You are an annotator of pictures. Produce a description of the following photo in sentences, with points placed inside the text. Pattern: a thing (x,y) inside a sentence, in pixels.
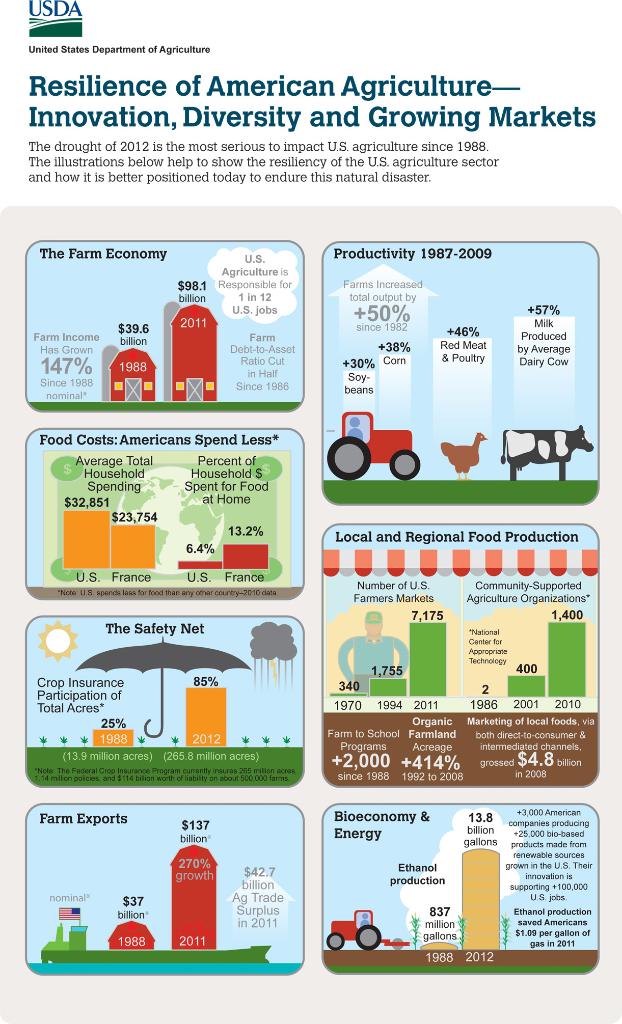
In this picture we can see a page (346,230), there is some text (336,163) at the top of the image (311,167), we can see images (364,427) of an umbrella (181,656), a tractor (390,450), a cow (526,461), a person (390,642) here, there are some numbers (132,898).
